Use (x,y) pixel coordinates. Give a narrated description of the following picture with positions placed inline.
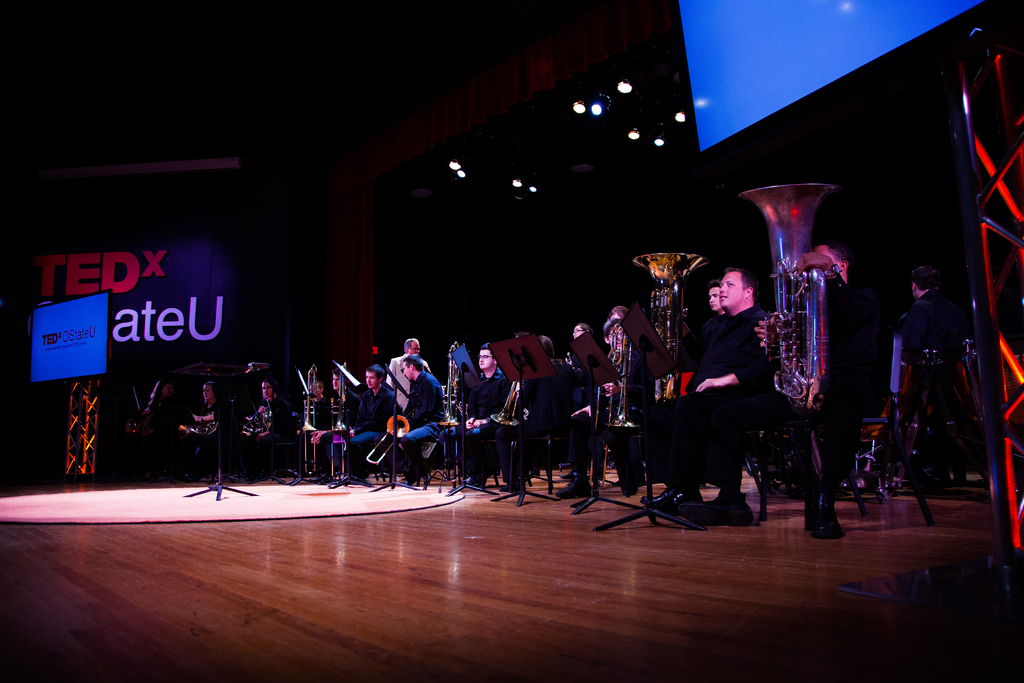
In the picture I can see few persons (567,414) wearing black dress (543,400) are sitting and holding musical instruments (775,354) in their hands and there is a television (77,339) in the left corner (67,344) and there is an object (764,73) and few lights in the right top corner (751,42).
